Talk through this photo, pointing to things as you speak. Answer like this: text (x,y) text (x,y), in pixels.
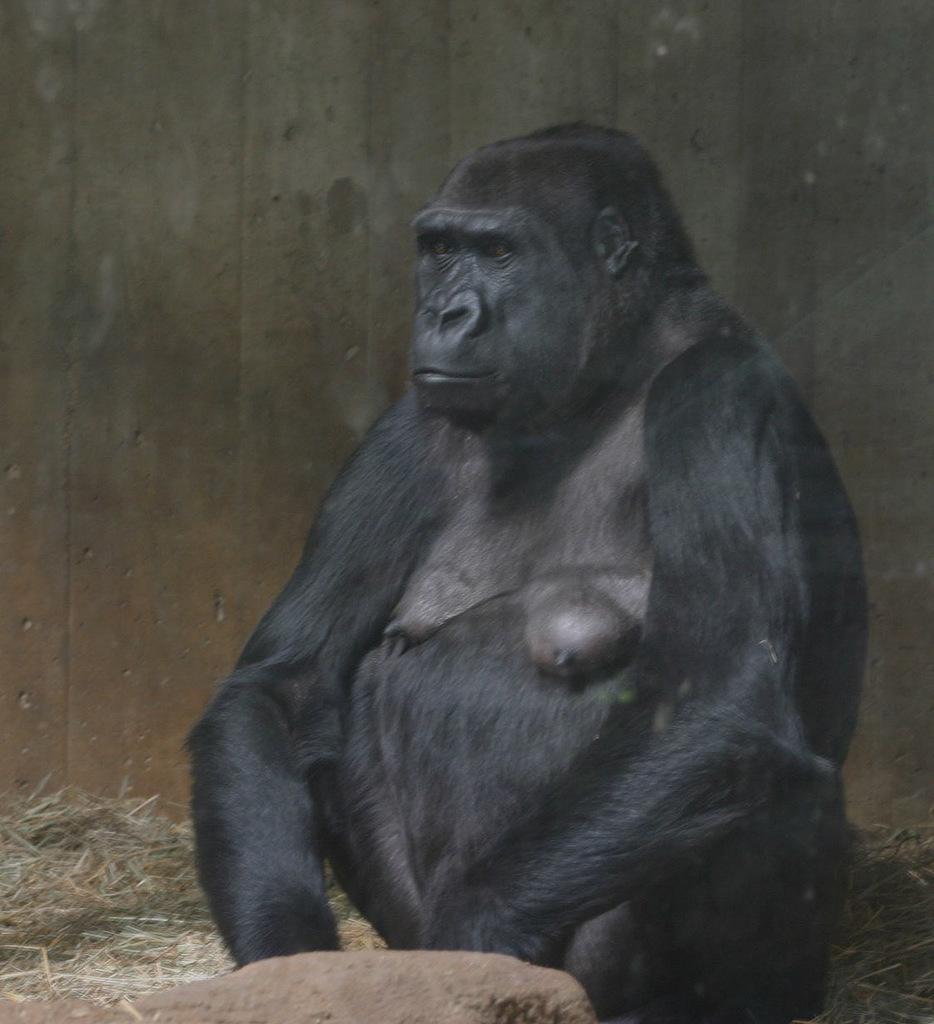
In this picture we can observe a gorilla (657,524) which is in black color. This gorilla (375,775) is sitting on the ground (111,891). There is some dried grass (91,831) on the left side (56,891). In the background (132,472) there is a concrete wall (289,184).
